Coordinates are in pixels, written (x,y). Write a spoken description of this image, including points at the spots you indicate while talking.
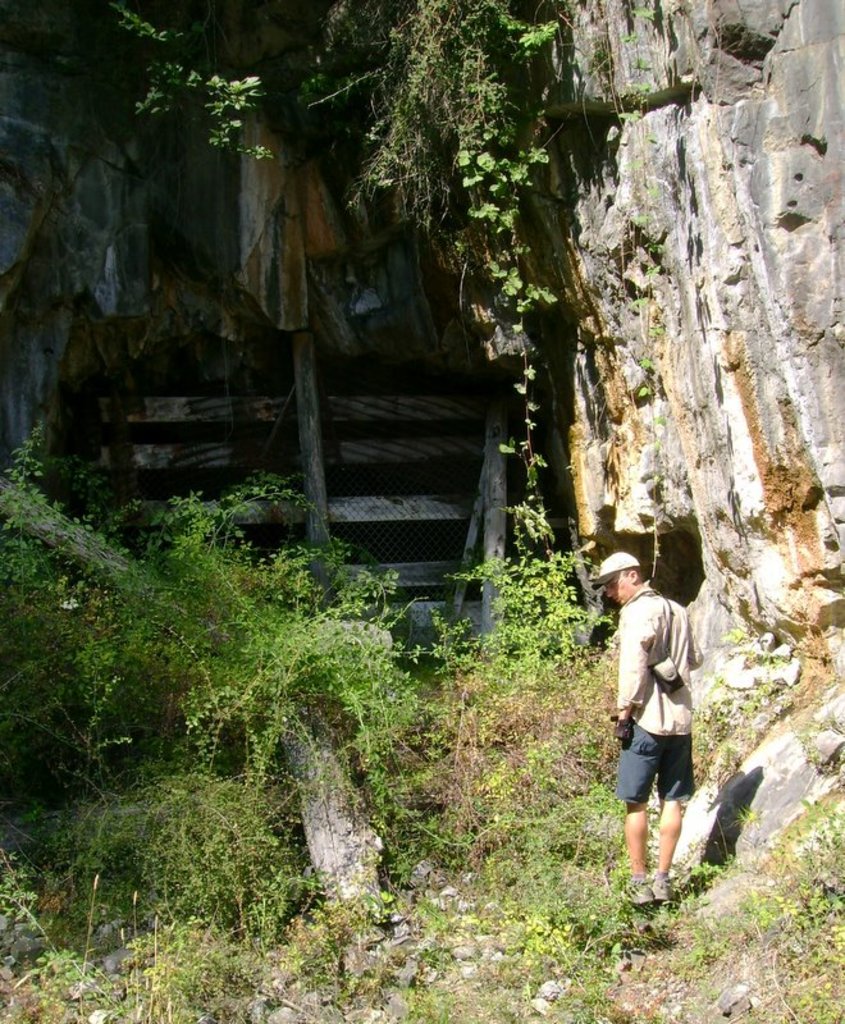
In this image I can see a person (643,638) standing wearing cream color shirt (652,646), gray color short (639,760). Background (60,621) I can see trees (302,674) in green color.
